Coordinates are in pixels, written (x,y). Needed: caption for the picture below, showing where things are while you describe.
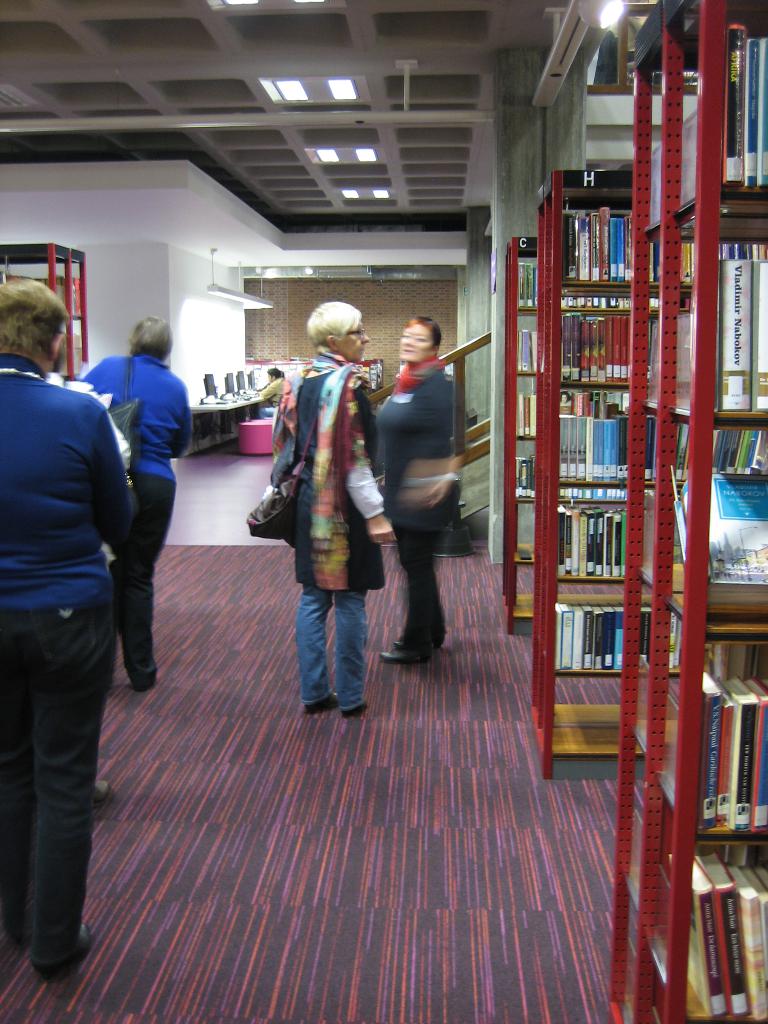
In this picture I can see few people (49,558) standing and I can see few books (518,359) on the shelves (703,491) and I can see few monitors (207,399) on the table (217,405) and a human (269,402) sitting and I can see few lights (348,99) to the ceiling (316,76).
